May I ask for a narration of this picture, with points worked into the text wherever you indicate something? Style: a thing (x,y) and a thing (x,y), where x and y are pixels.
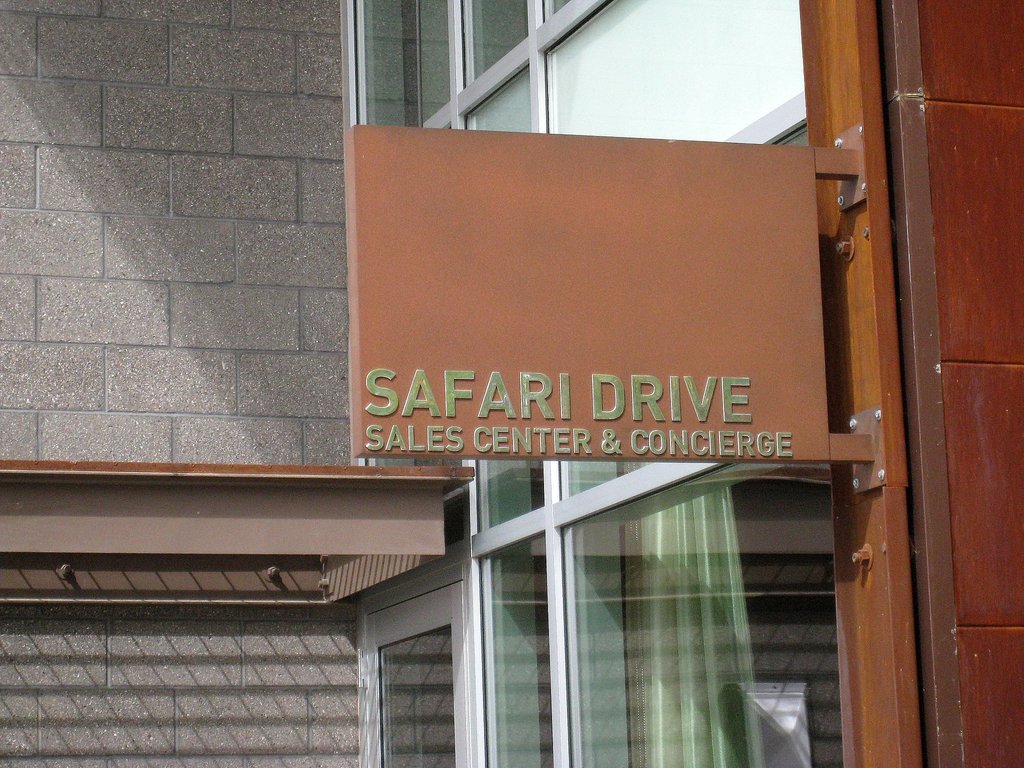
In this image, we can see a name board (581,389) is attached to the rod (856,327). Here we can see wall (202,301), glass (748,517). Through the glass (690,687) we can see a curtain (675,624).
